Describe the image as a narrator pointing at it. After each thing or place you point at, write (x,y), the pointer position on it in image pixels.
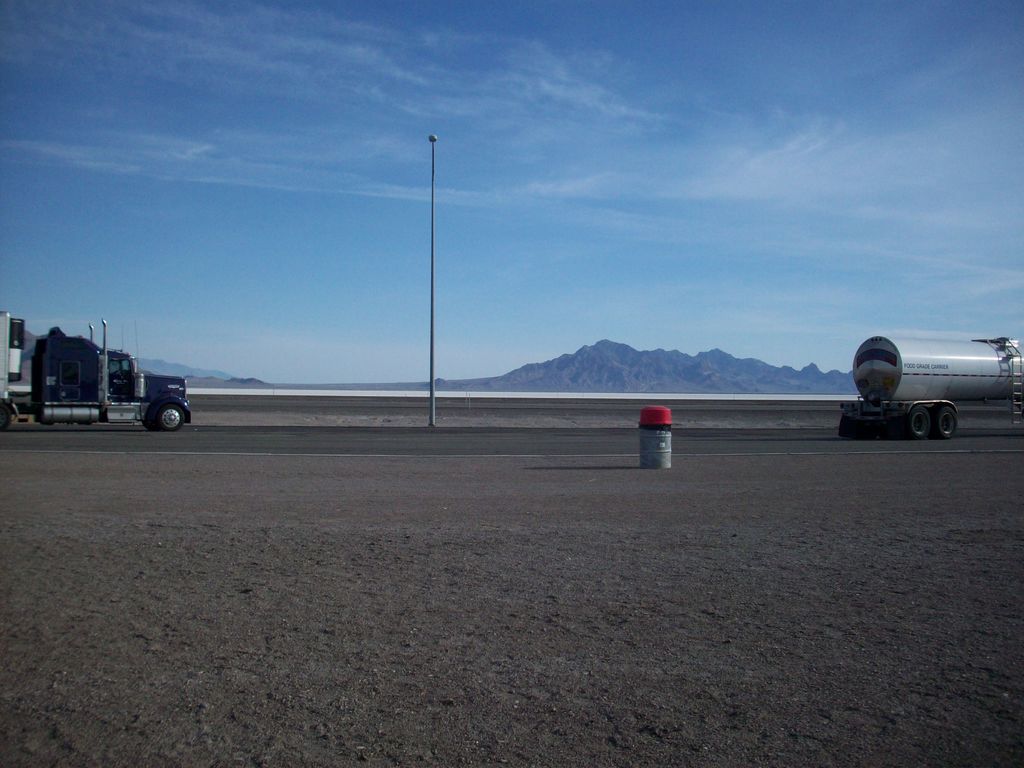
In this picture we can see there are two vehicles (840,423) on the road (454,431). In between the vehicles (951,391) there is a pole (434,414). Behind the vehicles (65,383) there are hills (614,353) and the sky (526,151). In front of the vehicles (105,401) there is an object (666,432).
